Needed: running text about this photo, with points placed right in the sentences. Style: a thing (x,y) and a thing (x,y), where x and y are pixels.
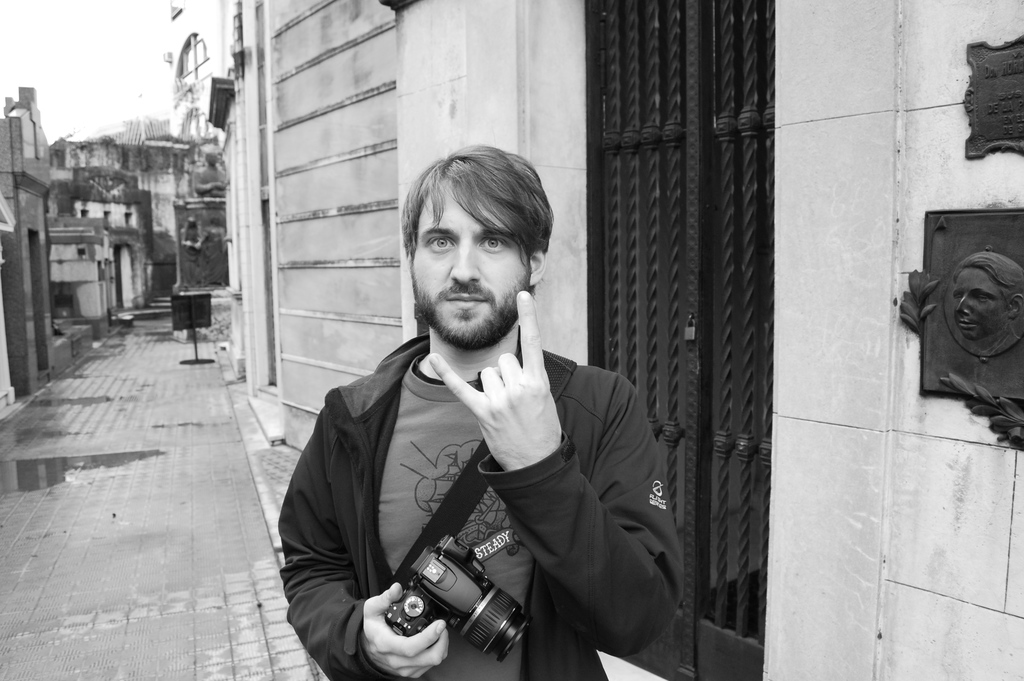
A black and white picture. These are buildings (310,238). This person (531,358) is standing and giving still. This person (536,492) is holding a camera (448,610). On wall (954,441) there is a sculpture (977,311). This is door (696,330) with lock (689,333).
